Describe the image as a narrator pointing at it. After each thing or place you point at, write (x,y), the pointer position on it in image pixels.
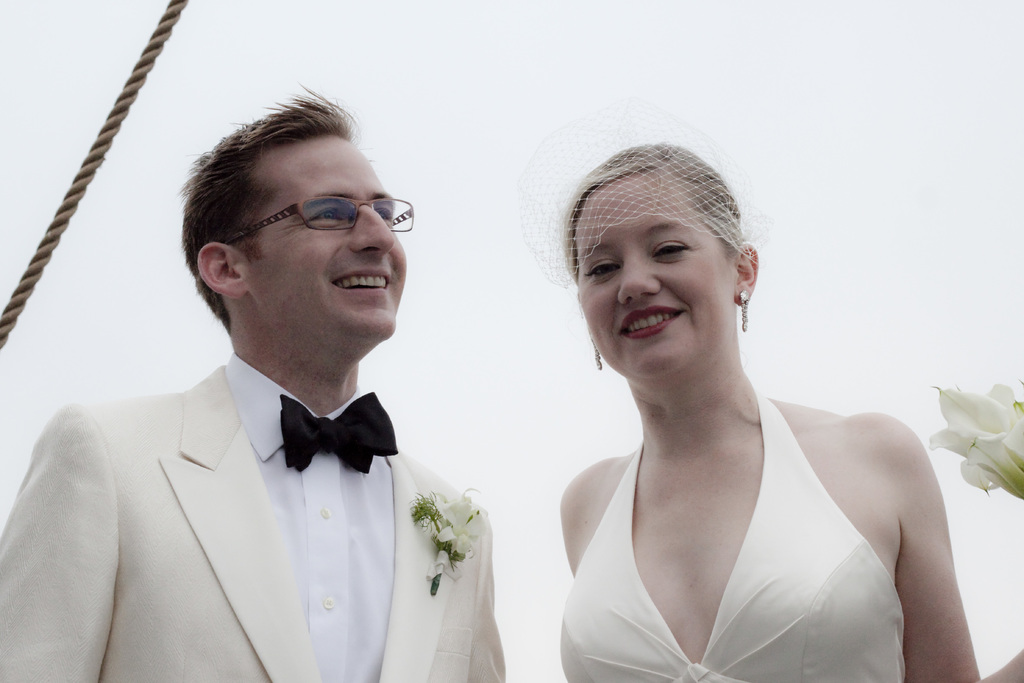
In this image we can see a man (243,576) and a woman (663,380) are smiling. At the top left side of the image (55,219) there is a rope (154,64). On the right side of the image (972,414) there are flowers (975,431).
